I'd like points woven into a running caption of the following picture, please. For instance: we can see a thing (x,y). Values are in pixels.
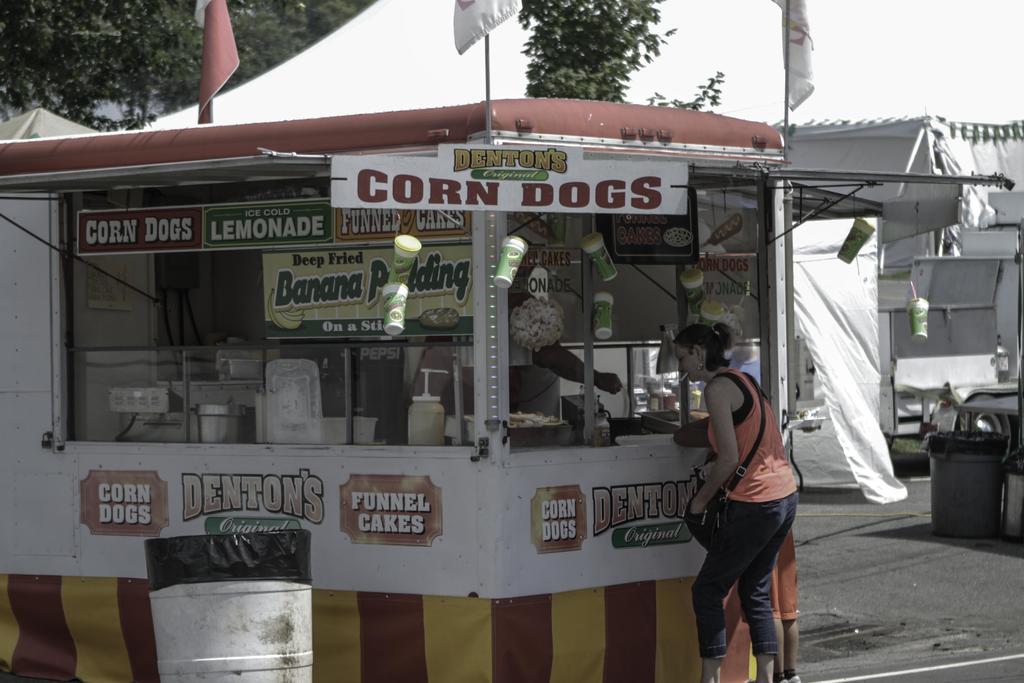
In this image we can see a stall (64,647), bins (238,660), people (767,681), flags (806,95), road (974,627), boards (387,268), bottle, glasses (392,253), and few objects (951,345). There are trees (538,17).
